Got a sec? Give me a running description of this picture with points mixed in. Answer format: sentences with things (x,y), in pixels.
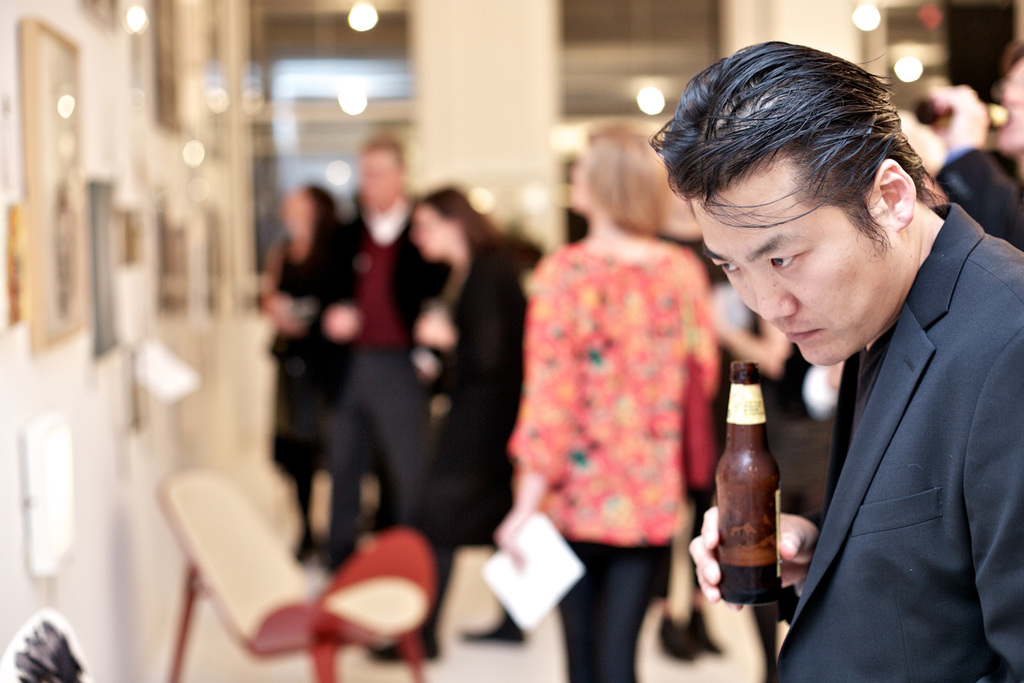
In this image we can see a man (739,248) standing holding a bottle (728,561). On the backside (783,428) we can see a group of people (489,403) standing on the floor (542,629). In that we can see a woman (554,482) holding a paper (528,551) and a man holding a bottle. We can also see a chair (224,531) on the floor (221,681), some photo frames (66,228) on a wall (140,296) and some lights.
